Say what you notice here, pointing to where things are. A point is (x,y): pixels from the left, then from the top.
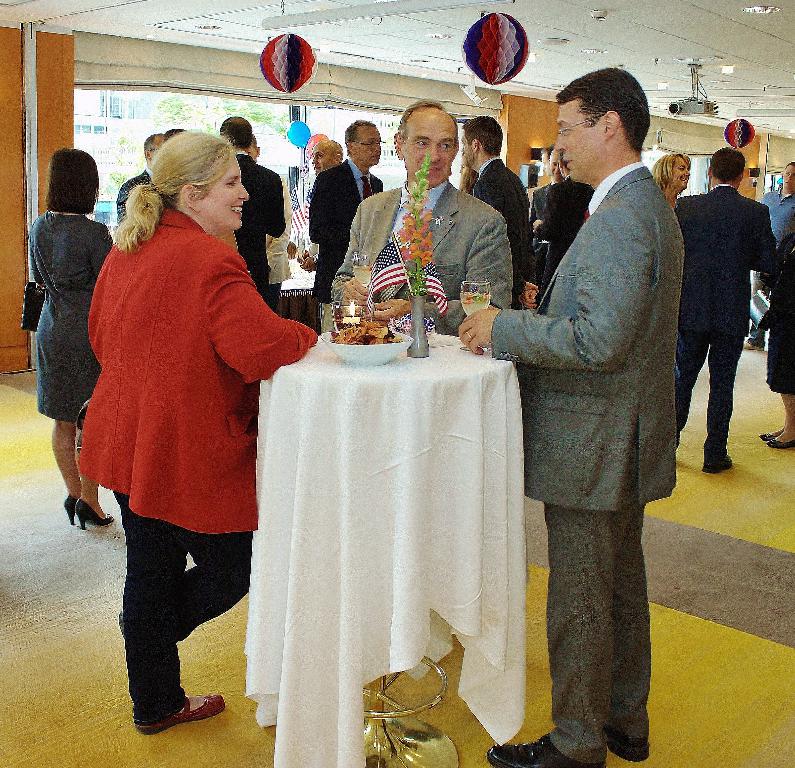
This picture shows few people (176,200) standing and we see a table (433,360) with a flower vase (422,299) with couple of flags (395,282) to it and we see a candle (352,311) and a bowl (342,357) with some food (346,331) on the tables (436,345) and we see couple of men (447,281) holding glasses (475,302) in their hands (489,331) and we see a projector (675,107) to the roof (710,85) and couple of balloons (313,143) and few color papers (485,51) hanging and we see a woman (73,290) wore a hand bag (41,293).
